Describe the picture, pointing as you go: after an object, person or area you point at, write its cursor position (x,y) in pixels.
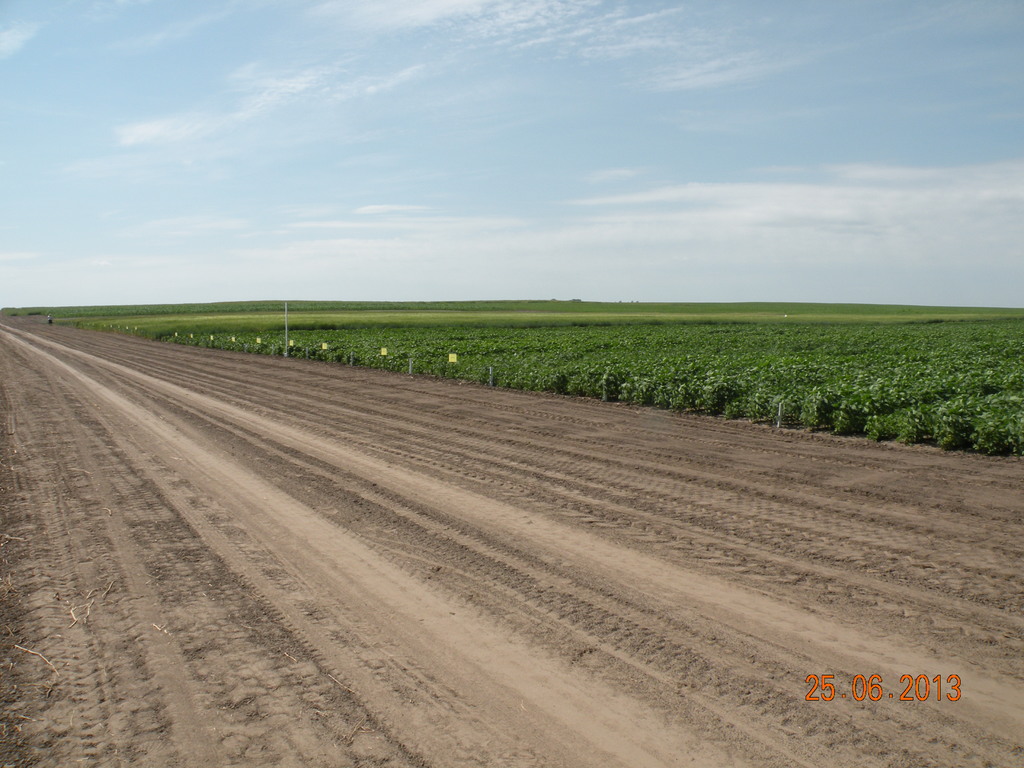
In this picture I can see the soil (280,514) at the bottom (393,528), on the right side (773,328) there are bushes (773,378). In the right hand side (908,694) bottom there are numbers (857,684), at the top (583,152) there is the sky (571,249).
